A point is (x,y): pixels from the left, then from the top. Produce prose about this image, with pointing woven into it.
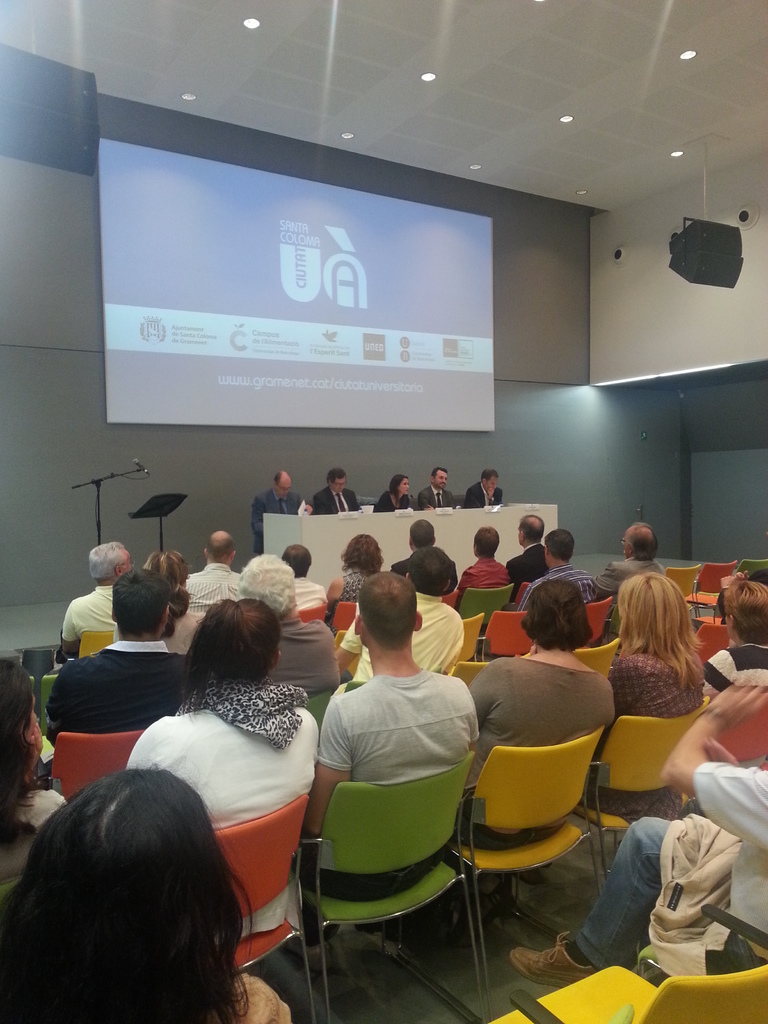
It is like a seminar hall (706,52), group of people (480,687) are sitting on the chairs (607,645), opposite to them there is a white color table (399,542) and in front of the table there are five people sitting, they are talking with them, in the background (357,454) there is a grey color wall (449,466), on the grey color wall (516,215) there is a presentation (248,365) being displayed to the left side (144,510) there is a mic (145,469) and a stand (155,506).
